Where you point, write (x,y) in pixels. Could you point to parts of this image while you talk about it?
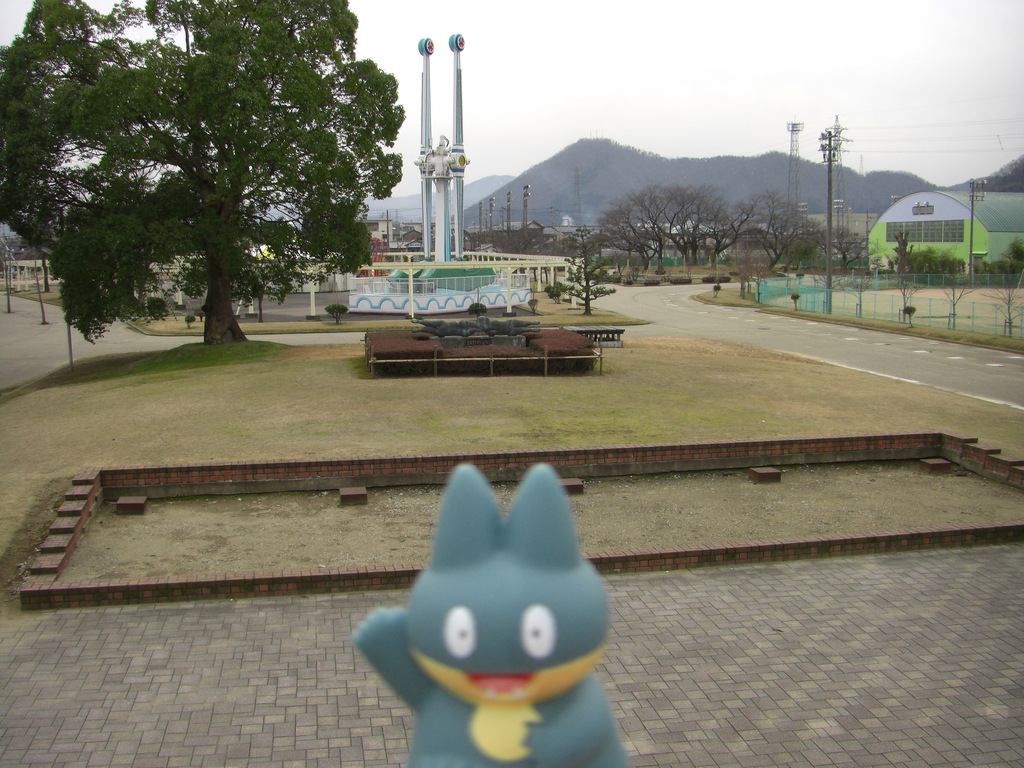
In this picture we can see a toy (504,711), here we can see the ground (770,510), sheds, trees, poles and some objects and in the background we can see mountains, sky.
